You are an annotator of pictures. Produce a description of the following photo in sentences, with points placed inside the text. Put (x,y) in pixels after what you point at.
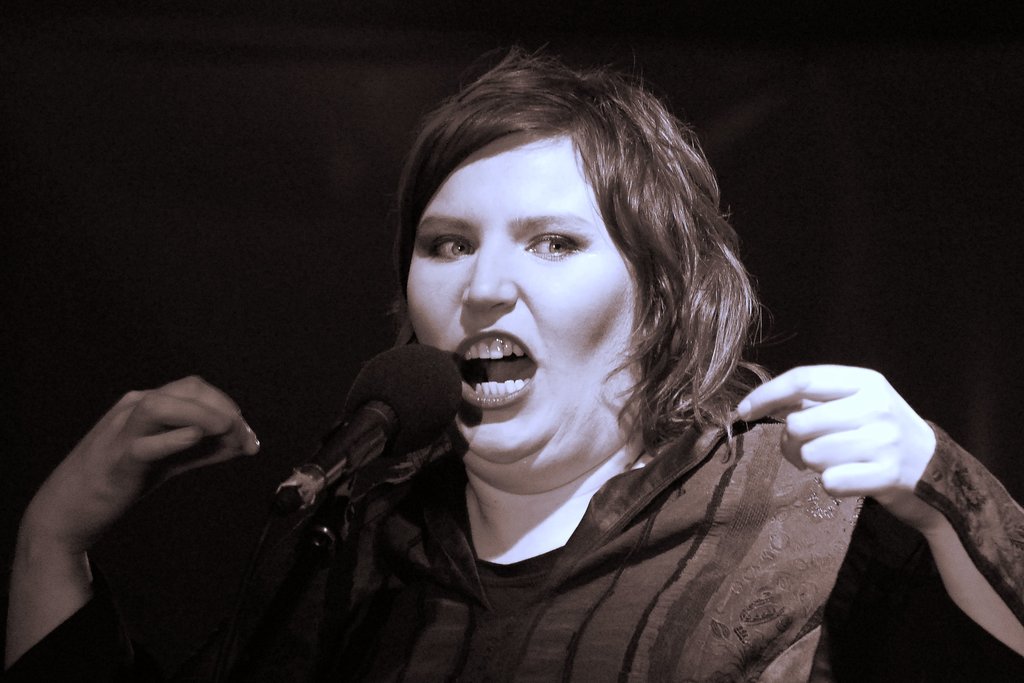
In this picture I can see a person (518,280). I can see the microphone (389,401).
